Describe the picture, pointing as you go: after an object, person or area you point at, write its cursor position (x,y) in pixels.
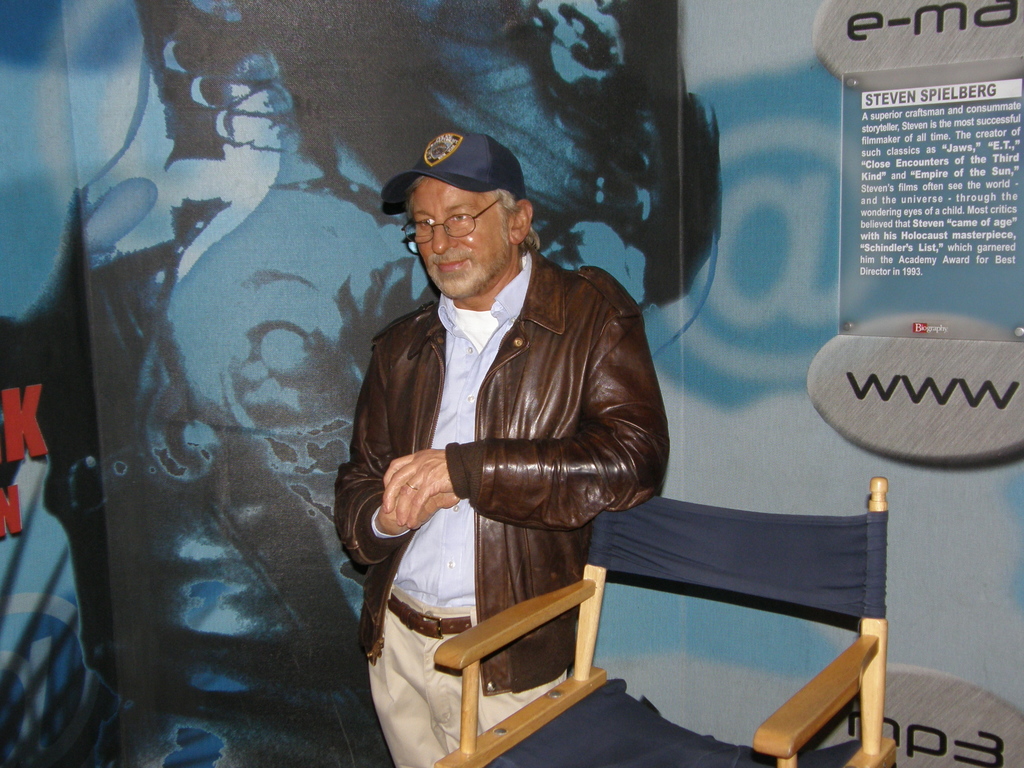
In the image I can see a chair (837,668) and a person (479,499) wearing blue, brown and cream colored dress (480,474) is standing. In the background (311,160) I can see a huge banner (276,187) which is blue, black and grey in color.
